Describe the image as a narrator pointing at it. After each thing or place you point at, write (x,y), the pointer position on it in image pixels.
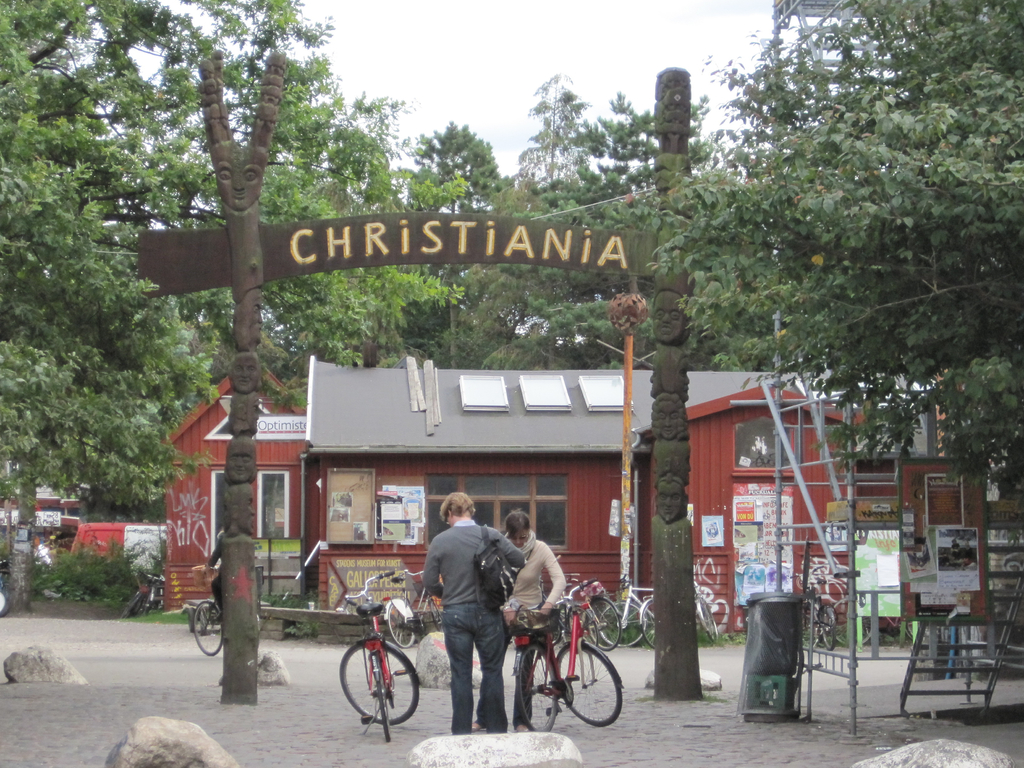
In this picture we can see two persons (512,611) are standing in the front (509,602), there are some bicycles (703,625), an arch (691,653) and metal rods (781,529) in the middle (607,312), in the background (418,328) there are some trees (28,264), a house (464,437) and some plants (117,580), there are rocks (447,758) at the bottom (433,754), we can see the sky (399,95) at the top of the picture (446,39).
